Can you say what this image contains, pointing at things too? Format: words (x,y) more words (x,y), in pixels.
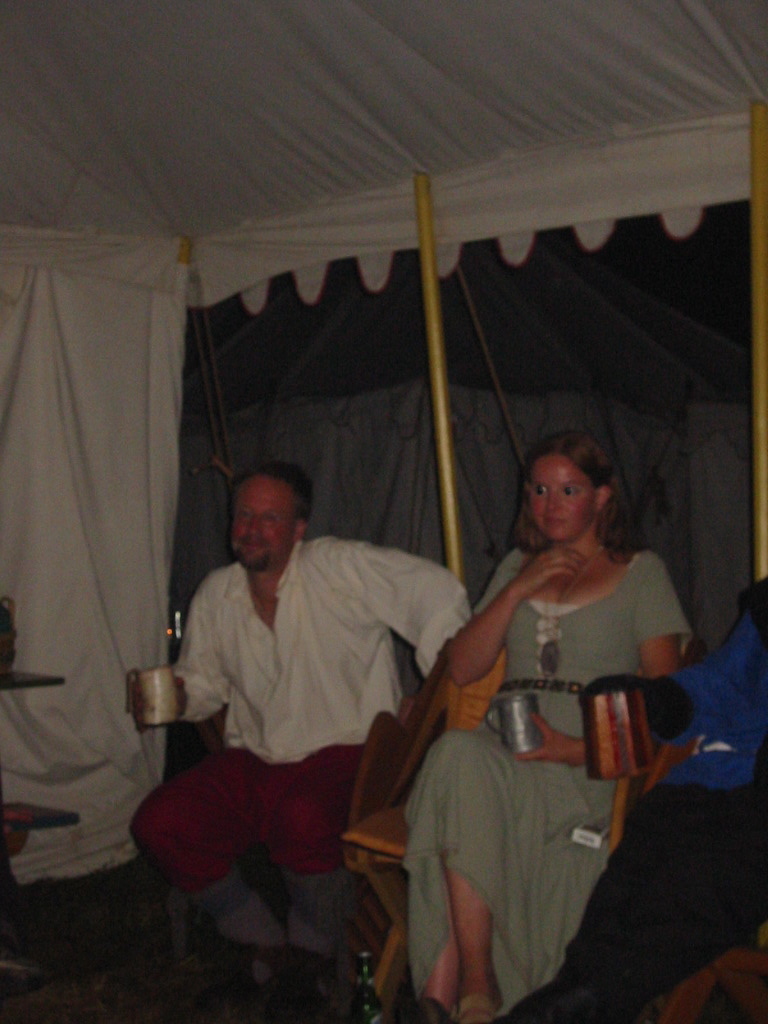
In this image we can see one white tent (149,340) with poles (766,257), two wires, one bottle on the ground (350,1006), one object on the table (16,676) on the left side of the image (12,687), two objects (12,826) on the ground (61,965) on the bottom left side of the image (36,818), three people (186,639) sitting on the chairs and holding objects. One object (496,369) looks like a tent (671,390) in the background (687,347) and the background (694,462) is blurred.
